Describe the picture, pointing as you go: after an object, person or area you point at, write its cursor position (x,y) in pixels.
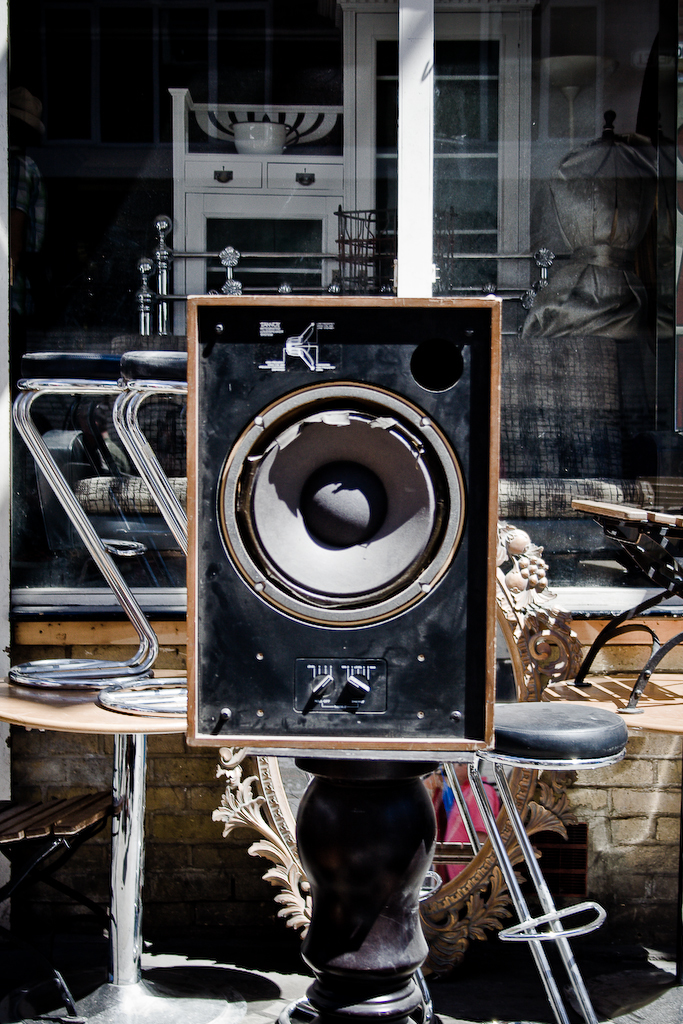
In this image there are tables (639,705), speaker (352,640), glass window (548,268), cupboard (293,181), mirror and objects (127,706).
